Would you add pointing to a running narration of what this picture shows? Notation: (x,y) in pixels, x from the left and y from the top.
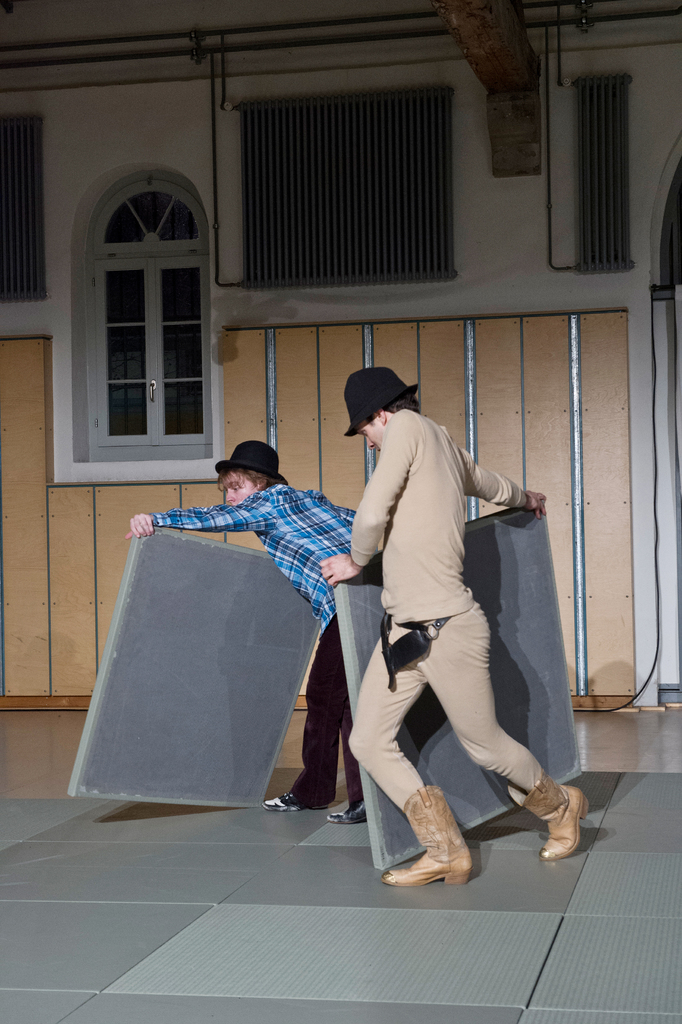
In this image I can see a person (427,632) wearing beige colored dress (432,560) and black colored hat (396,390) and another person (324,545) wearing blue colored shirt (324,545) and black colored hat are standing and holding objects (250,655) in their hands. In the background (473,361) I can see the building (462,274) which is white and cream in color and the window (168,350).
